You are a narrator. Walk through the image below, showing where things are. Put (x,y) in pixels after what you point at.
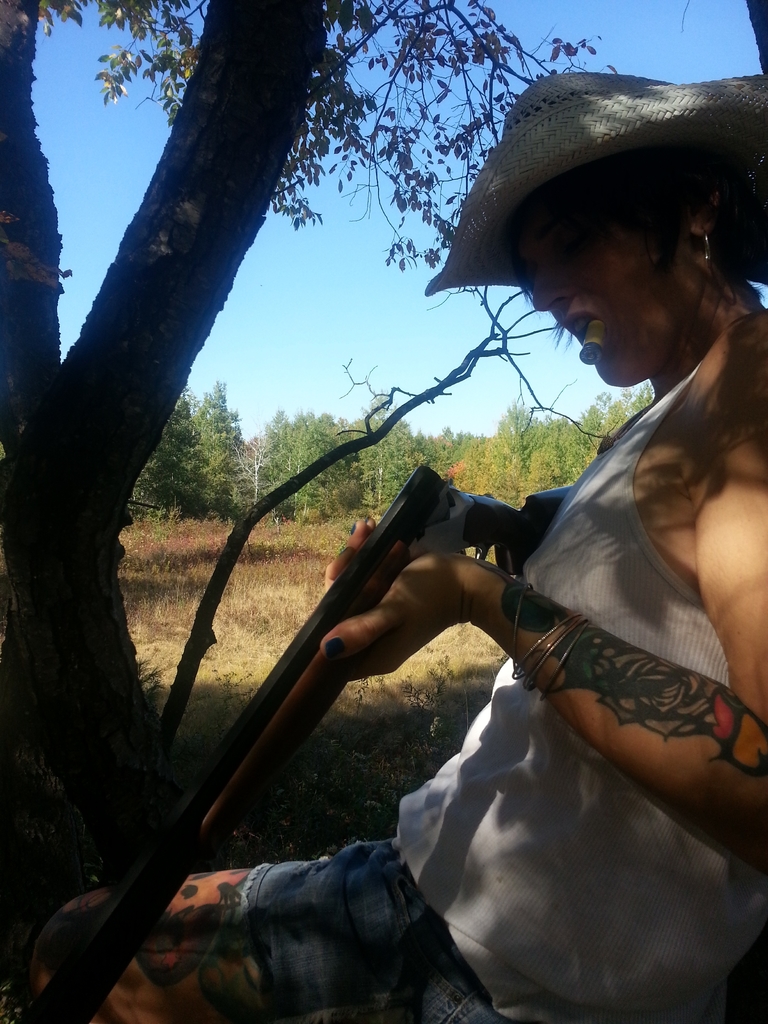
In this image in the center (402,586) there is one woman (561,767) who is sitting and she is holding a gun (502,510), and in her mouth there is one shotgun shell (589,341). In the background (275,484) there are some trees (192,500), at the bottom (332,759) there is grass (334,768) and on the top of the image (260,249) there is sky (679,23).
